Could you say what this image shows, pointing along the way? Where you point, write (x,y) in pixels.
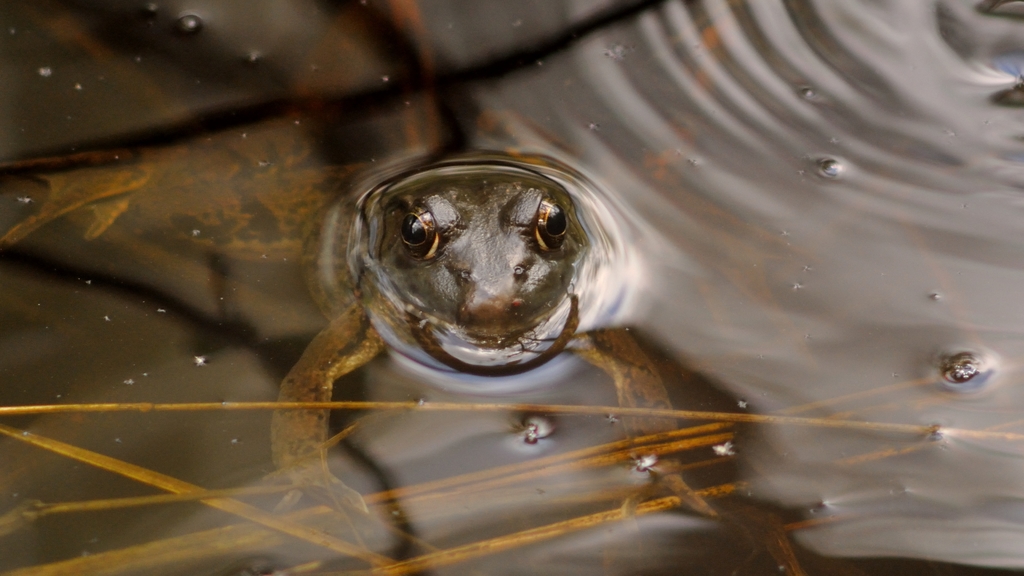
In this picture we can see a frog (501,298) in the water (801,130).
